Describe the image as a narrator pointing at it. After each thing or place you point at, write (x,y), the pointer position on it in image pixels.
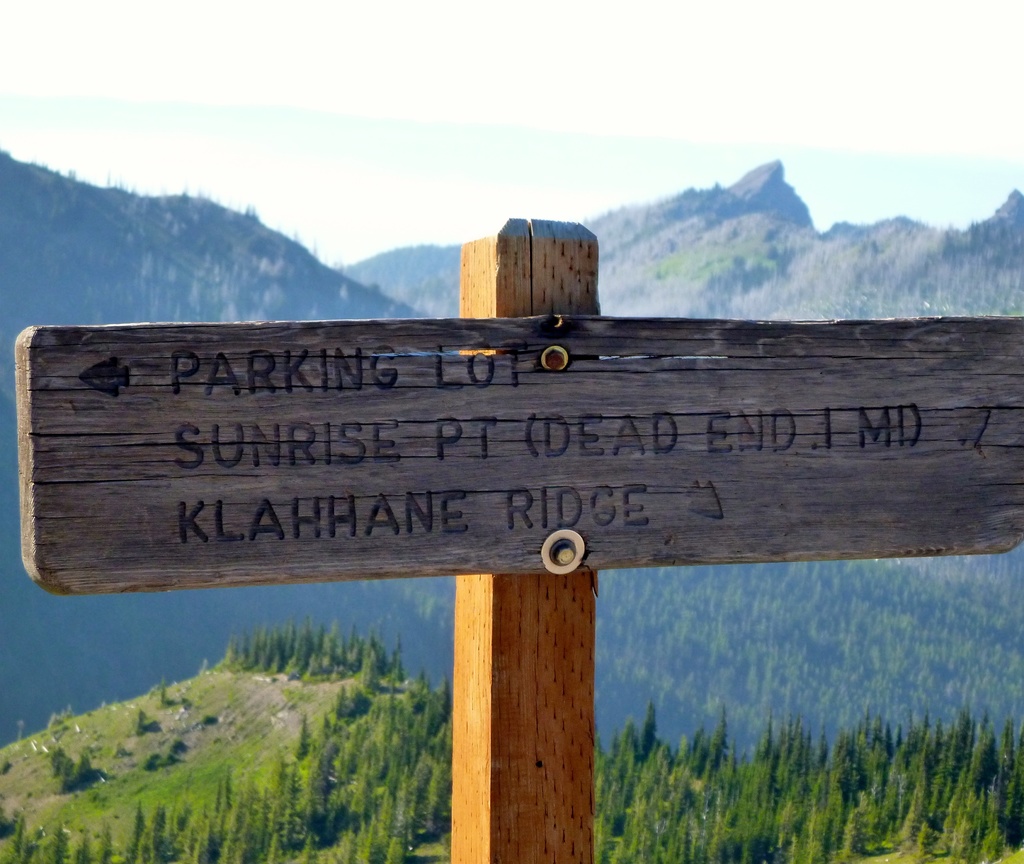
In the middle of the image (445,361) there is a wooden pole (518,316) and sign board (533,458). Behind the pole (501,246) there are some hills (394,282) and trees (965,250). Top of the image (847,111) there are some clouds (856,107) and sky (908,100).
